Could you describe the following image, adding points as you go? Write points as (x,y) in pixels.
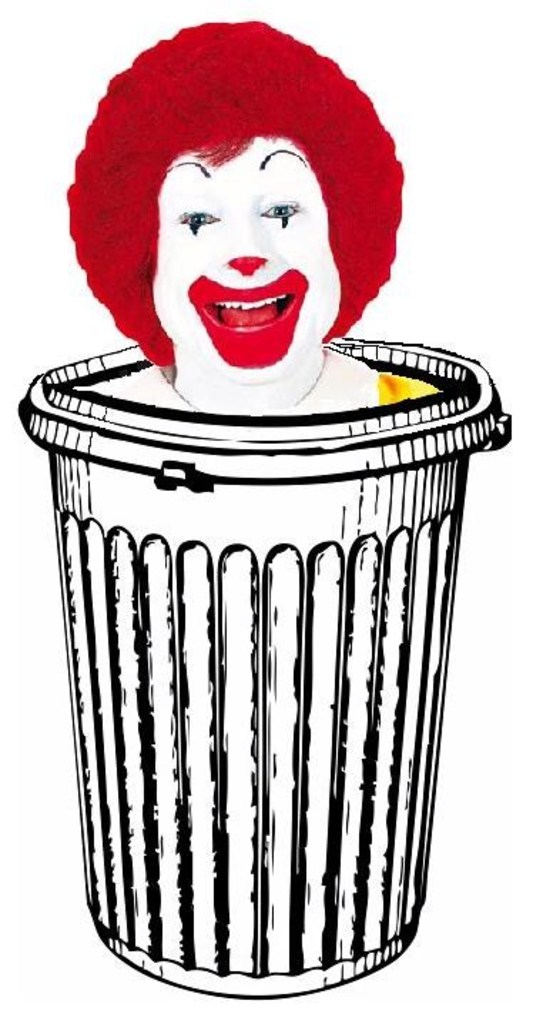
In this image we can see a painting (295,688) of a basket (252,551) and inside the basket (332,344) there is a person (335,358) with joker face (279,220). In the background (32,52) it is white.
